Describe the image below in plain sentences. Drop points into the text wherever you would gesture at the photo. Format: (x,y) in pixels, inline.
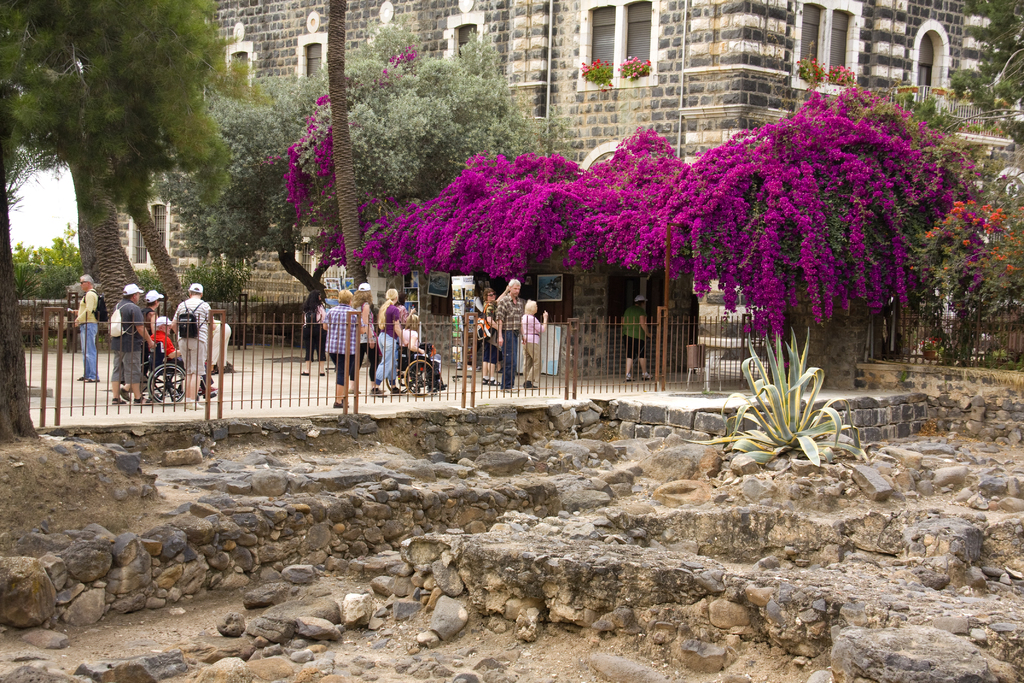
In this picture there is a group of men (130,341) and some old women (406,330) on wheelchair (421,369) are going straight. In the front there is a purple color bougainvillea flower plant (614,240). Behind there is a granite building (600,129) with a white windows (927,31).
